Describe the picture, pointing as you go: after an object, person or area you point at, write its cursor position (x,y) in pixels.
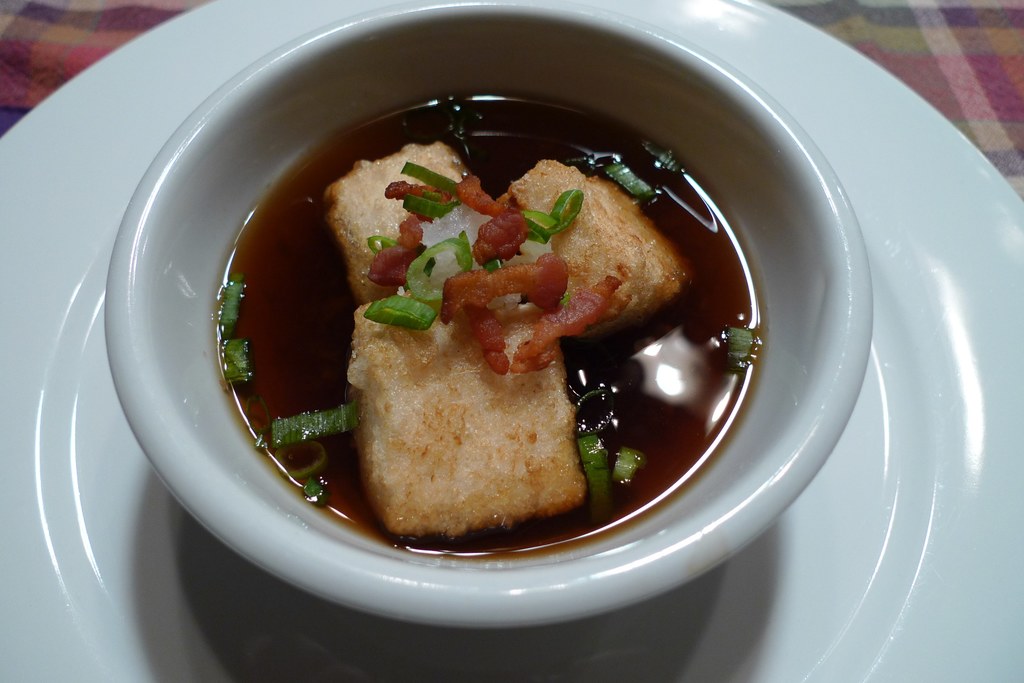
In this image, I can see a bowl (204,408) with a food item (394,501). This bowl (176,305) is placed on a plate (921,491). At the top left (122,21) and right corner of the image (920,87), I can see a cloth (920,73).
